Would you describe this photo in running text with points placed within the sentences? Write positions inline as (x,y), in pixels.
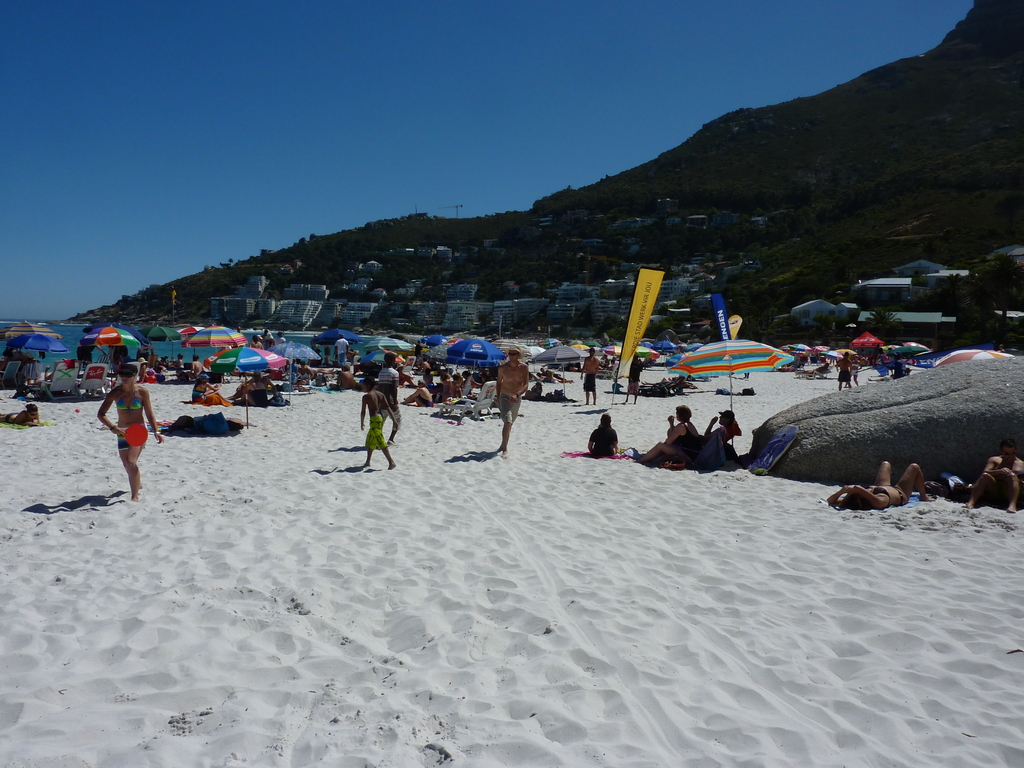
In this image, there are a few people (504,394), trees (275,264), umbrellas (16,325), hills (506,234), houses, resting chairs (102,369). We can see the ground (305,552) with some objects (768,460). We can also see a rock (985,363) on the right (807,420). We can also see the sky (512,203).
